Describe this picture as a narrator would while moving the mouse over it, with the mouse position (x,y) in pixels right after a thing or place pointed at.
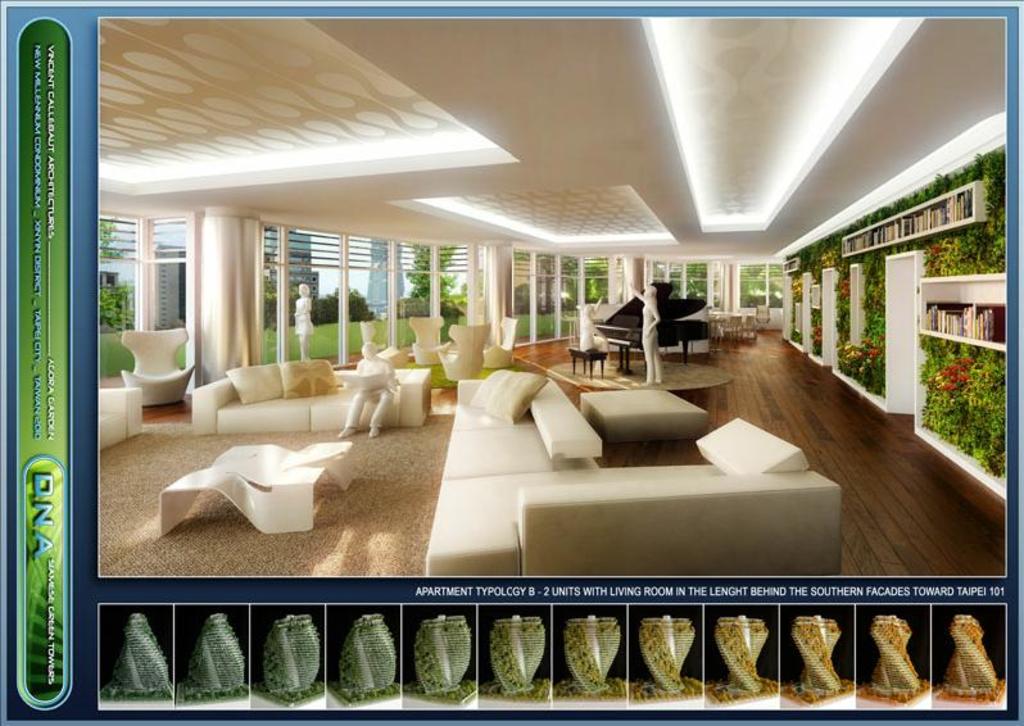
In this picture there is a white color sofa (552,549) and mannequins (377,361) placed in front of them and in the down side it is written as Apartment typology B. To the left side of the image (41,497) it is written as DNA.
